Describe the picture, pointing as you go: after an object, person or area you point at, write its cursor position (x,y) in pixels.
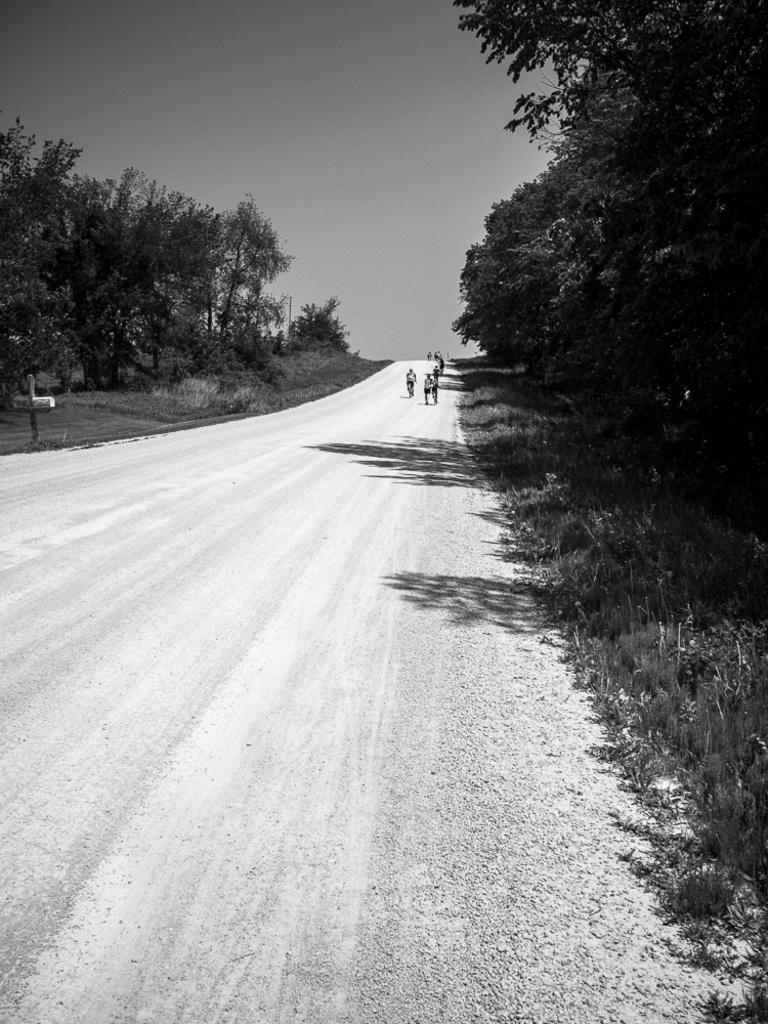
This is a black and white image. In the center of the image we can see some people (436,368) are riding their bicycles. In the background of the image (394,391) we can see the trees (740,325), road (368,473). At the top of the image (407,97) we can see the sky (317,63).
